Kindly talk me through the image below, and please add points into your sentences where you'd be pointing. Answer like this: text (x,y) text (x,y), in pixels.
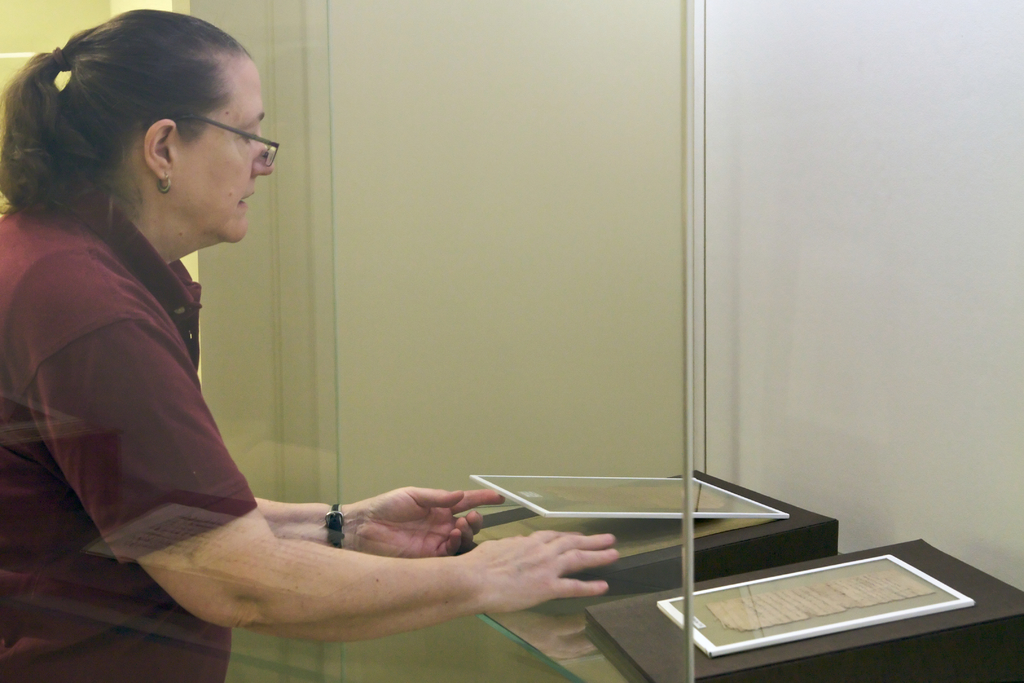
We can see a glass (413,438), behind this glass (192,328) there is a woman (199,538) standing and holding a frame (560,498). We can see frames (788,518) and we can see wall (736,132).
